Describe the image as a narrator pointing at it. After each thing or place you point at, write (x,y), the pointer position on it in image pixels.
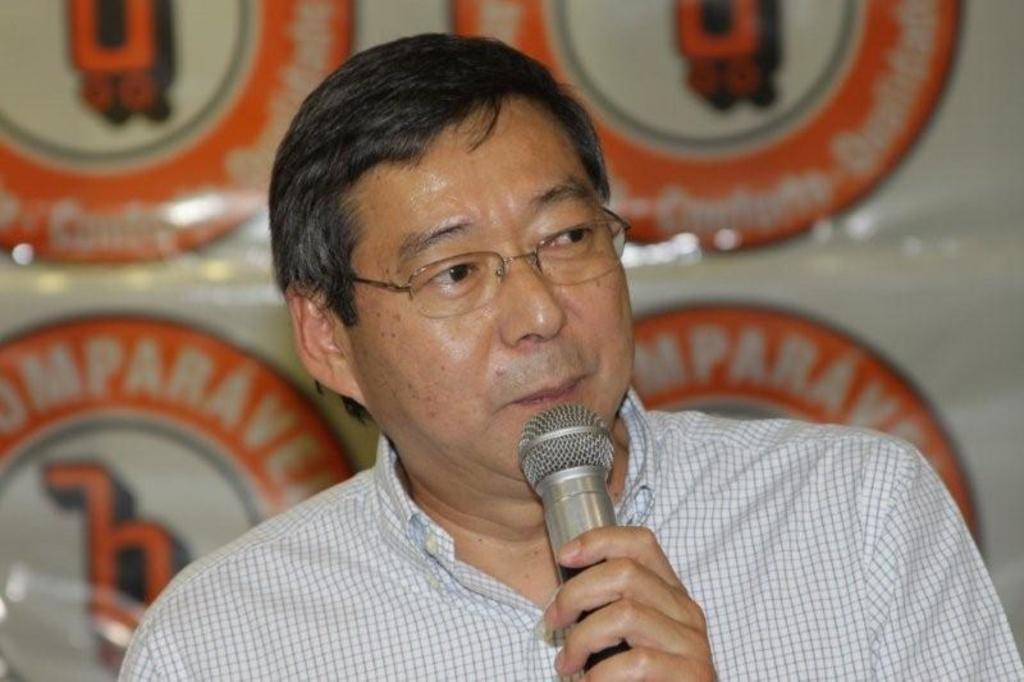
In this image, man (613,537) is holding a microphone (565,515) on his hand (590,602). He wear a shirt (428,629) and glasses (429,284). He is talking. And the backside, we can see banner (267,121).
